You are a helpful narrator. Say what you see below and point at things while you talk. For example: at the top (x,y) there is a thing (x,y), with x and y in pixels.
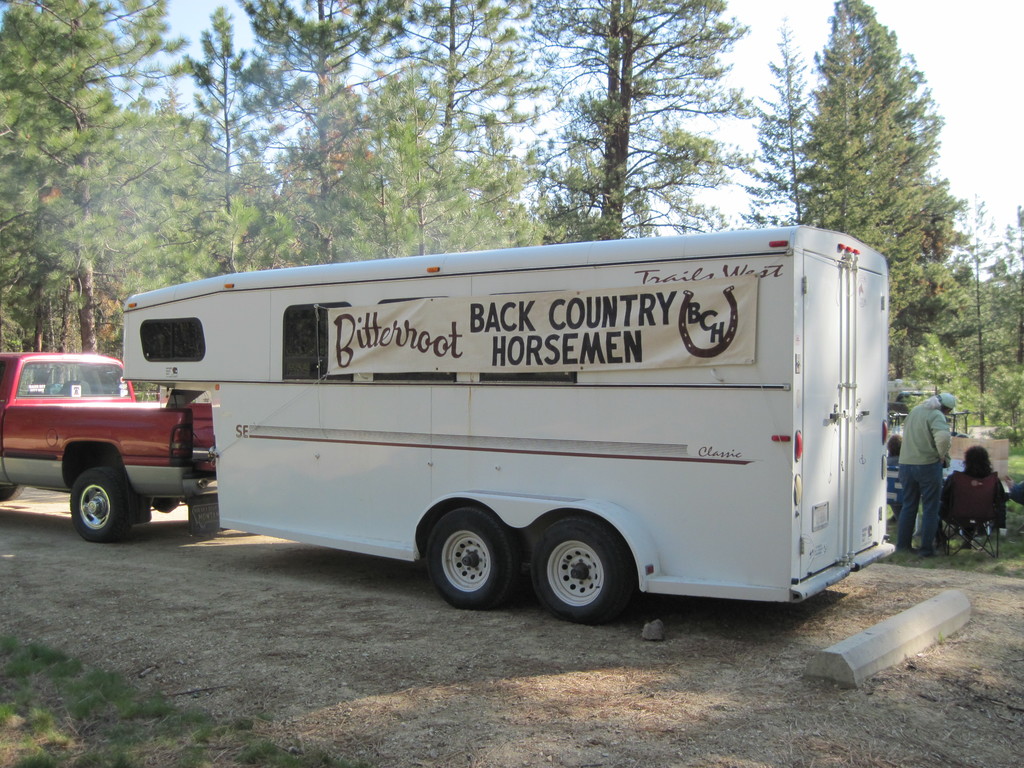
In this picture we can see white color van (464,595) parked in the forest area (439,605). Behind the van (466,478) we can see two persons (922,469) one is sitting on the chair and another standing. In the background (957,265) we can see many huge trees (113,201).
